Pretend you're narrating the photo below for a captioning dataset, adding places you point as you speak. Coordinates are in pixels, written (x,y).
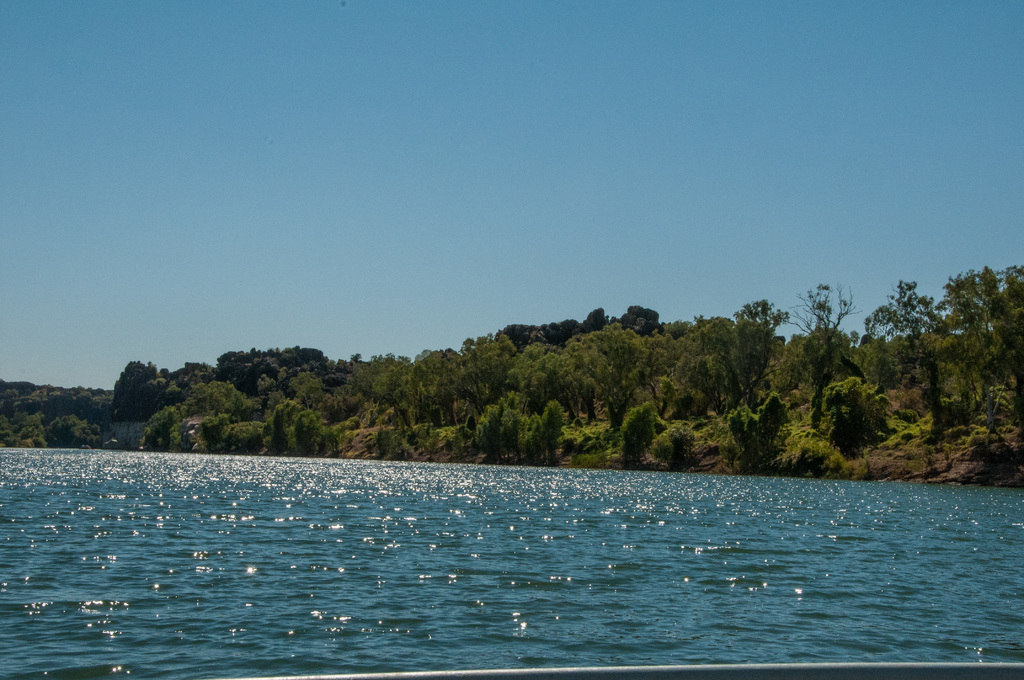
In this image we can see sky (748,179), trees (711,381), hills (595,430) and lake (230,537).
